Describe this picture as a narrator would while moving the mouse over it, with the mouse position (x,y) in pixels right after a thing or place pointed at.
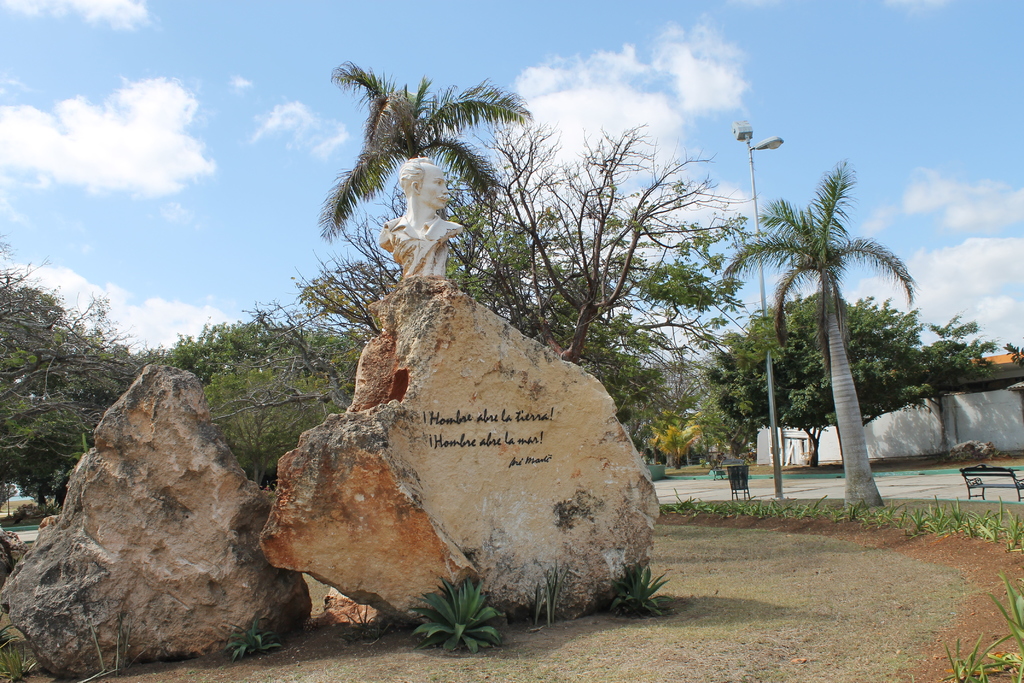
In this image I can see there are two rocks (491,400) and there is a statue (417,260) on it, there are few plants (488,633), trees (368,298), bench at right side (1011,494), poles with lights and the sky (779,179) is cloudy.
